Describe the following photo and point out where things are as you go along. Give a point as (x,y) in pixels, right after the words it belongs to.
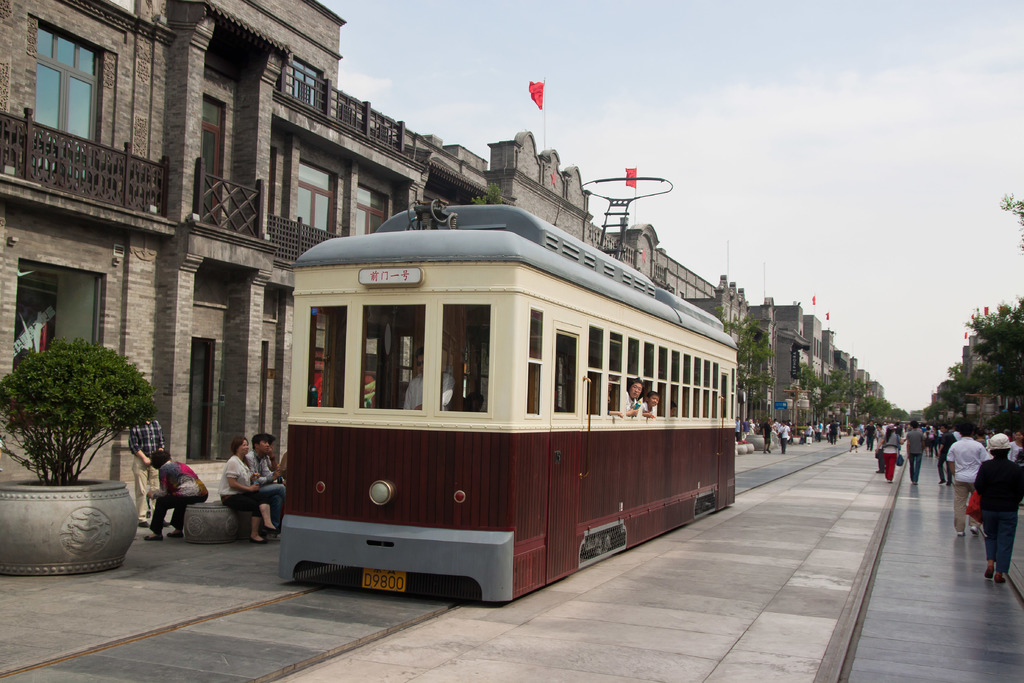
In this image I can see a vehicle (656,464). I can see few people (888,468) walking and few people (990,469) are holding bags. I can see few buildings (167,271), windows (87,112), railings (94,166), flags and boards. The sky (972,298) is in blue and white color.
